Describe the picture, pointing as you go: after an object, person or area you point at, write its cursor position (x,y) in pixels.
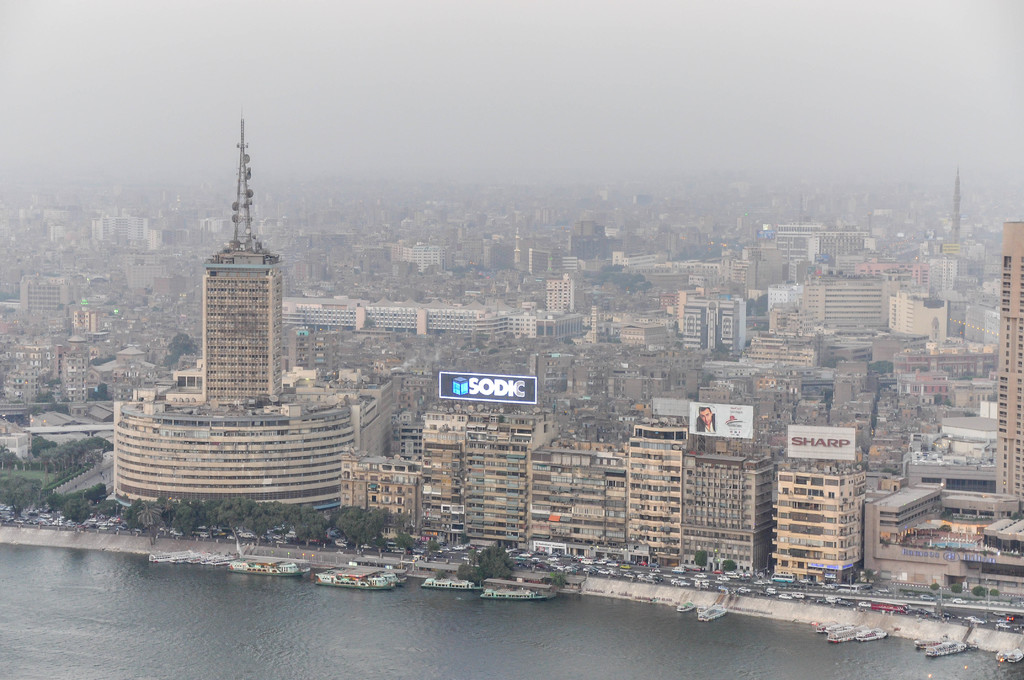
In this picture there is a view of the city (624,527) from the top. In the front (568,527) there are some buildings (698,528). In the front (322,606) bottom side there is a river water (291,595) with white color boats (335,586).
